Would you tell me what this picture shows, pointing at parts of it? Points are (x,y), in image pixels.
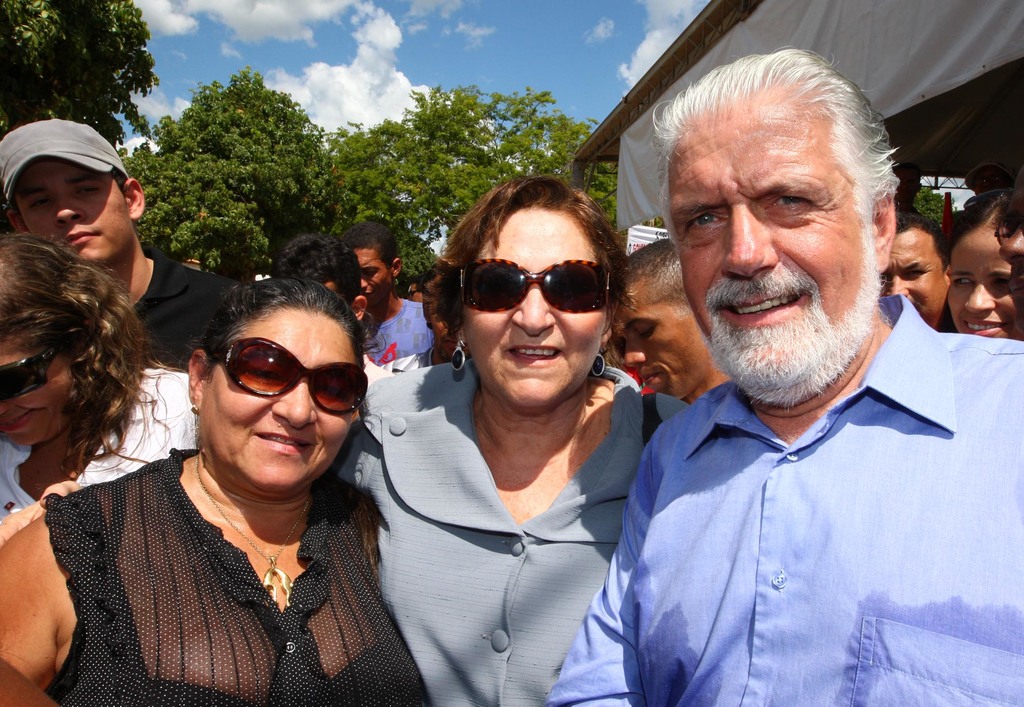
In this image I can see there is a shed (933,156). In front of the shed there are a group of people (644,527) standing. And at the back (936,213) there are trees (936,200). At the top (525,63) there is a cloudy sky (507,92).
